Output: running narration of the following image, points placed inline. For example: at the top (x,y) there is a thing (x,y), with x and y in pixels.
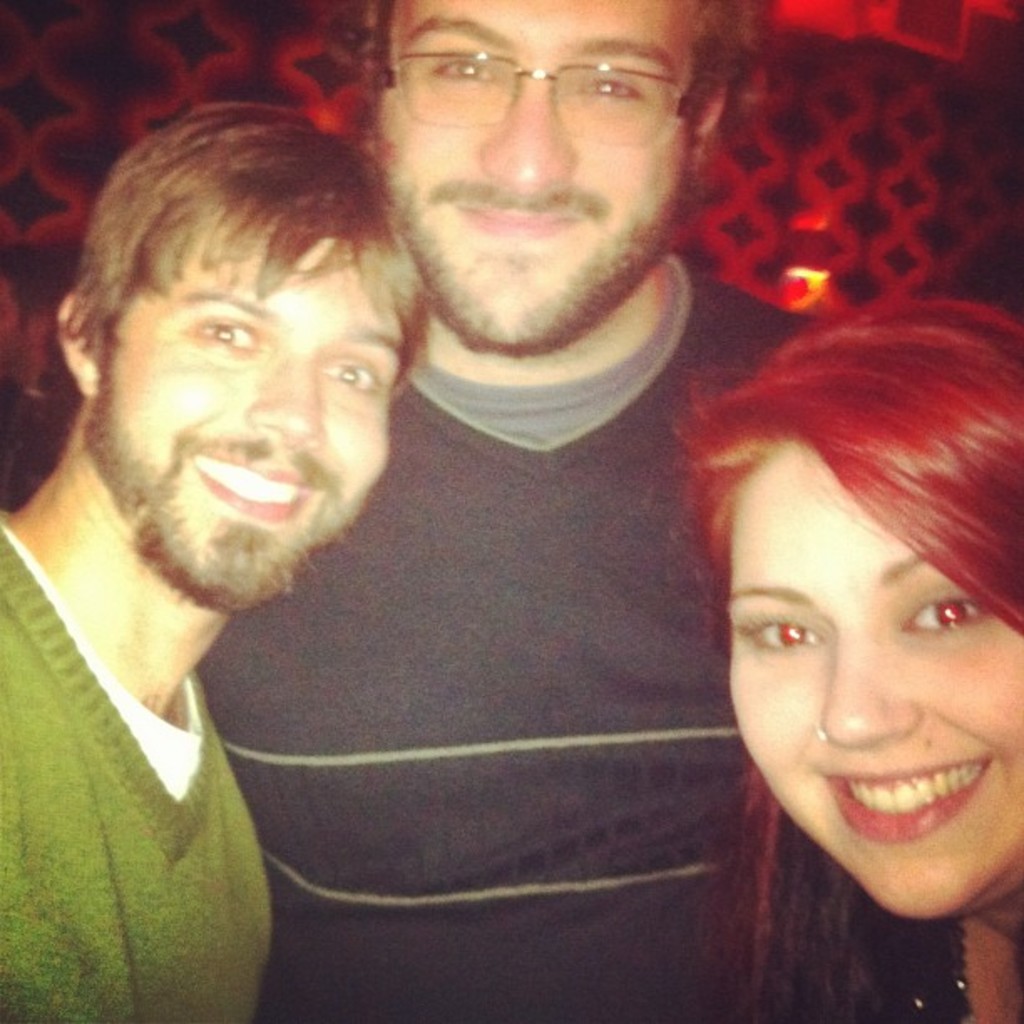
In the center of the image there are three person (953,978).
